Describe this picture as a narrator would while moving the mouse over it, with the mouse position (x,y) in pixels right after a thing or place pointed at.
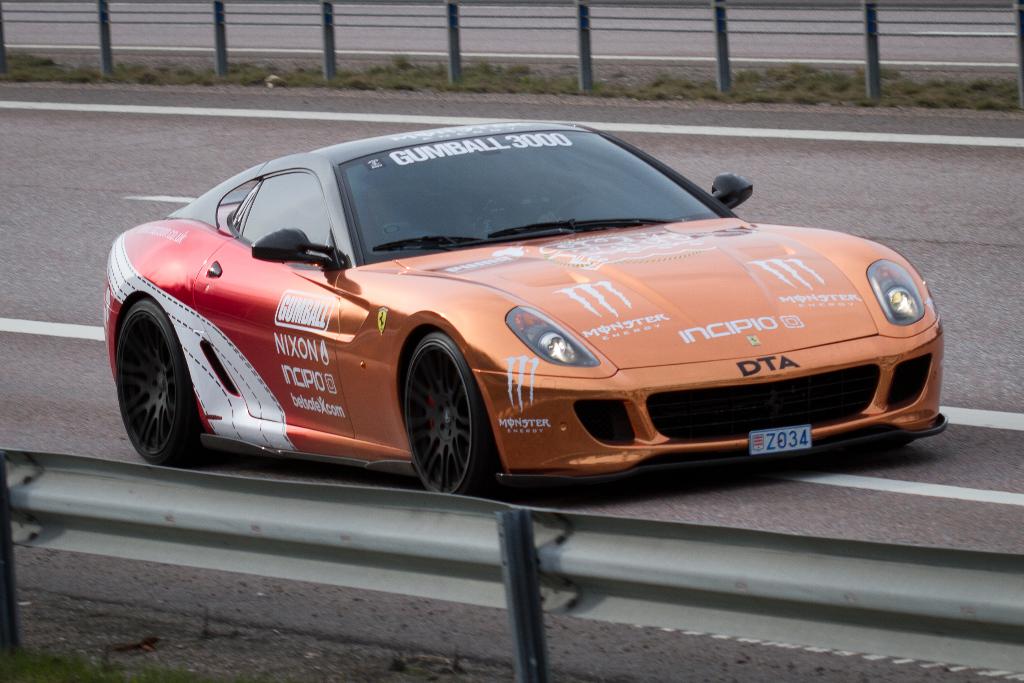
In the center of the image (485,302) we can see one car (544,346) on the road (747,465). And we can see some text (621,337) on the car (577,339). At the bottom of the image (560,561), there is a fence (574,571) and grass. In the background (438,72) we can see the grass (242,80), road (543,43) and fence (583,30).
